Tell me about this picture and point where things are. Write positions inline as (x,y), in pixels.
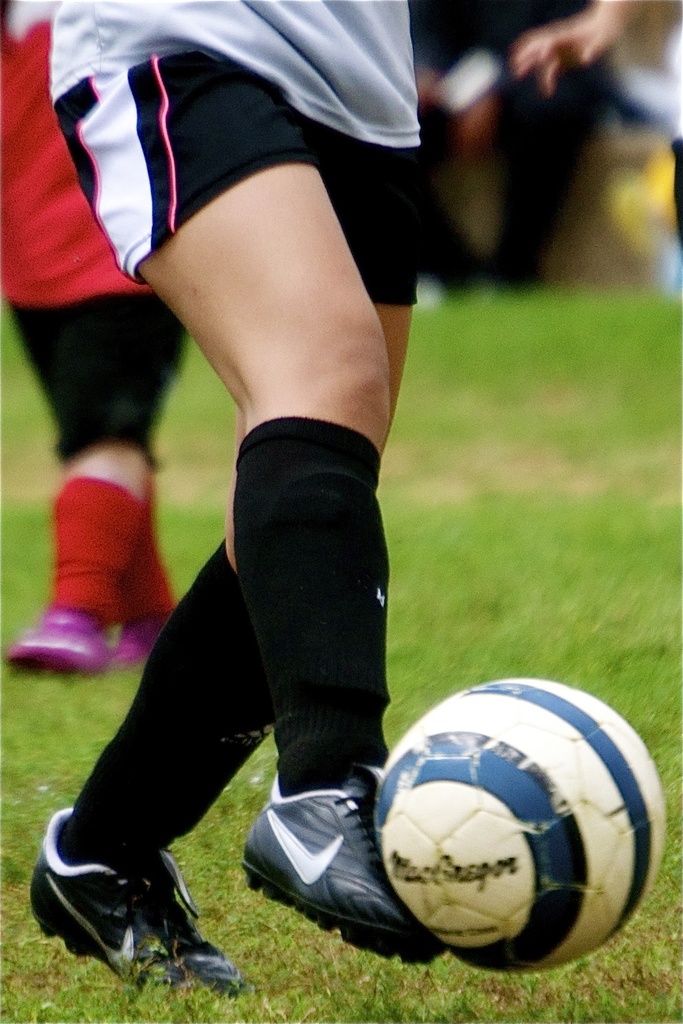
In this image there is a person's leg (371,754) kicking a football (443,797), behind him there are legs (100,389) of another person (173,315). In the background (539,148) the image is blurred.
